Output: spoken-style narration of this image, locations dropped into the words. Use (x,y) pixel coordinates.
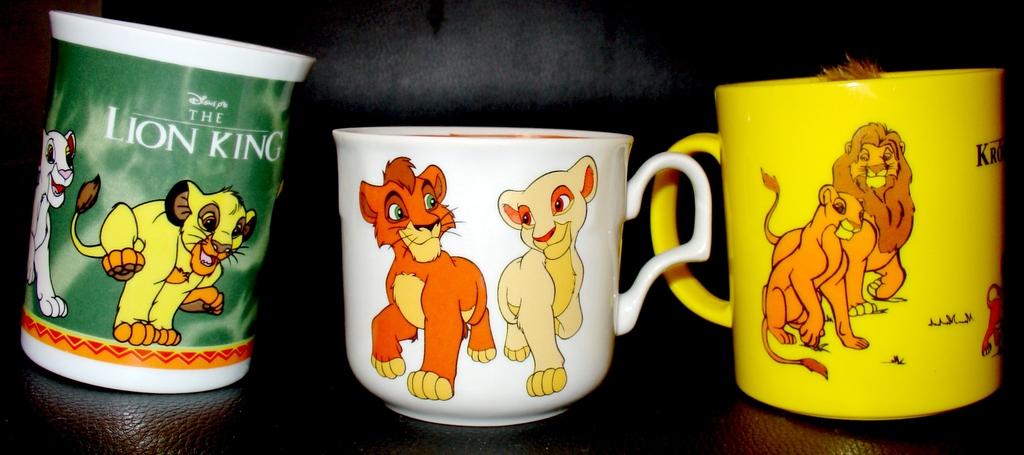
In this image we can see cups (741,267) placed on the sofa (231,415).
